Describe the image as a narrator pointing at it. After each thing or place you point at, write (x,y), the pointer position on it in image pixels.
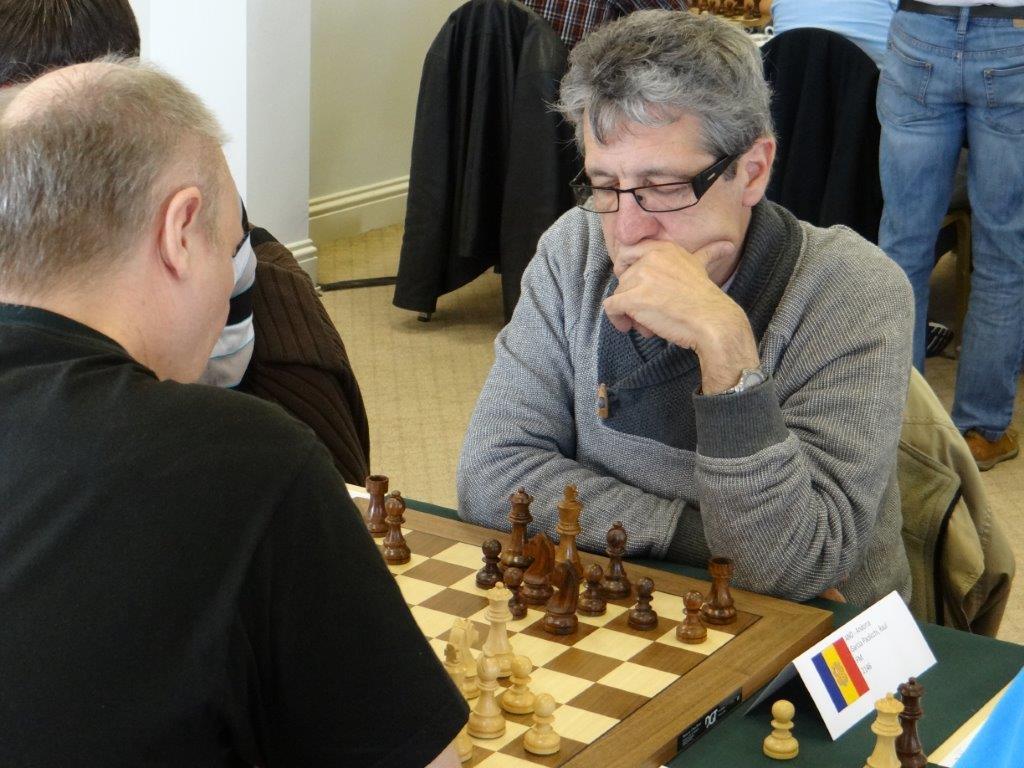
In the center of the image (541,408) we can see persons (782,350) sitting on the table (752,721) and playing chess (488,660). In the background (221,100) we can see chairs (561,64), persons (906,10) and wall (417,62).
